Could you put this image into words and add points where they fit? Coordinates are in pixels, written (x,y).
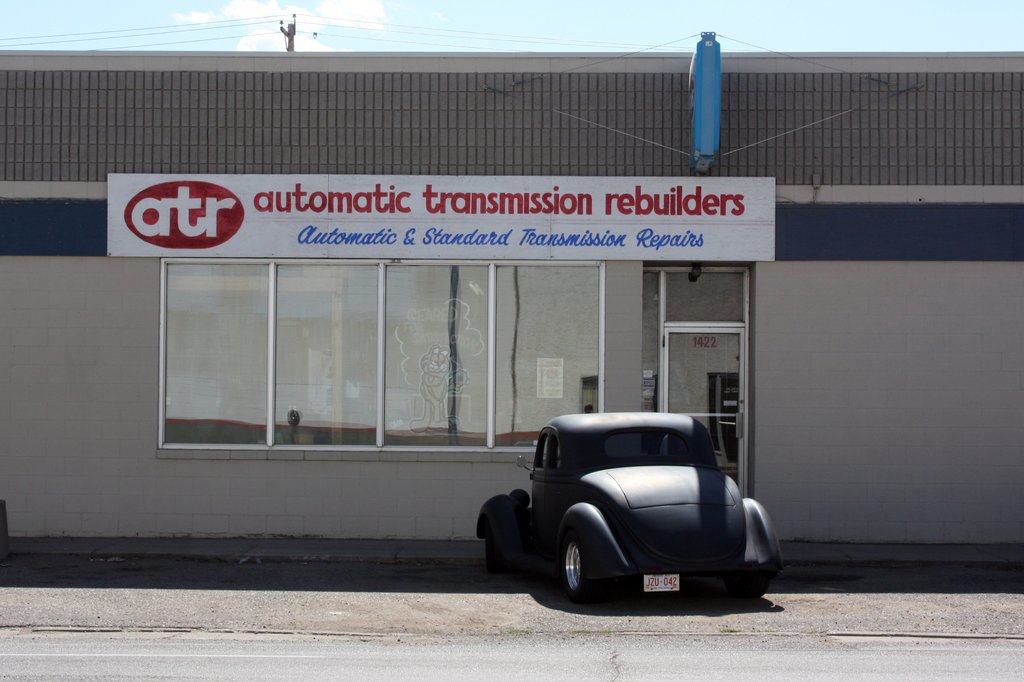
In the picture we can see a building (996,433) with a glass windows (405,433) to it and a glass door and on the top of the window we can see a name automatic transmission, rebuilders and near the building (282,108) we can see a car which is black in color and it is a vintage car (660,529) and behind the building (287,95) we can see a pole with electric wires (231,34) and a sky (372,20) with clouds (354,15).
